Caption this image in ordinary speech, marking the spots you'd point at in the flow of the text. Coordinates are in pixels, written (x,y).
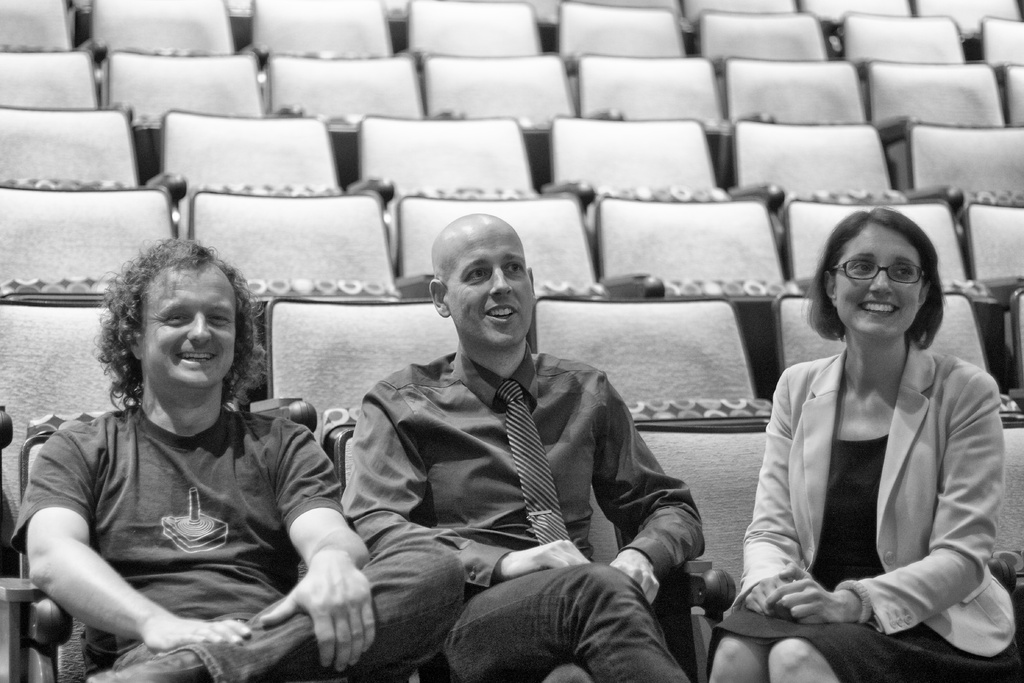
In this picture there are people (582,427) those who are sitting on the chairs (324,427) at the bottom side of the image (699,485) and there are chairs (298,139) at the top side of the image (140,225).
